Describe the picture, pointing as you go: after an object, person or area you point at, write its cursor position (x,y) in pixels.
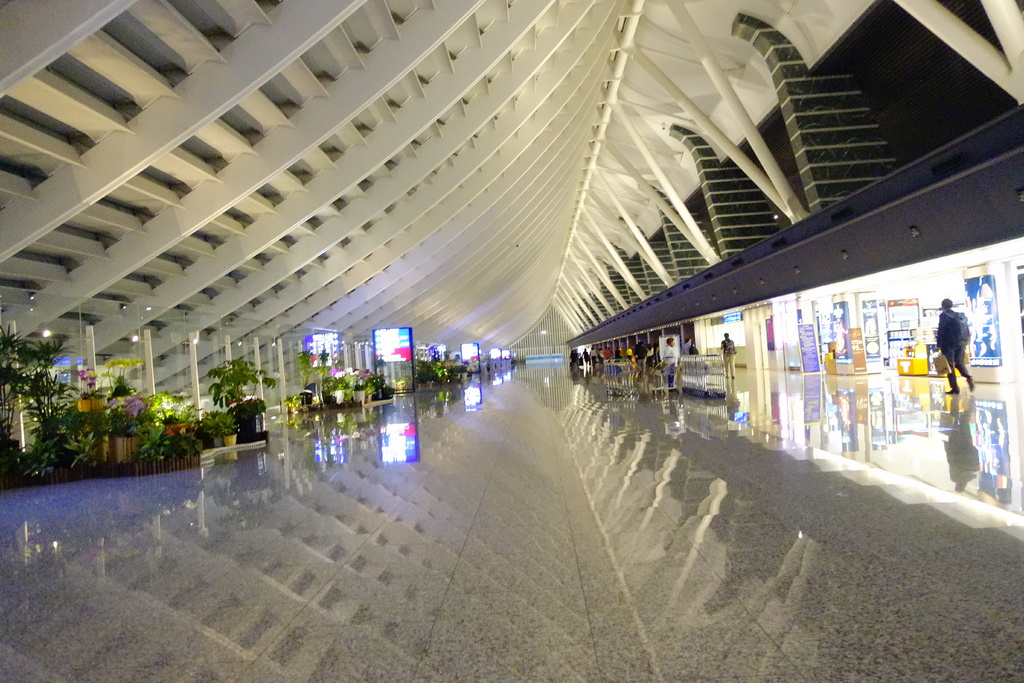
In this image we can see persons (954,348), shops (782,348), screens (388,353), trees (65,401), plants (47,384) and pillars (757,150).
